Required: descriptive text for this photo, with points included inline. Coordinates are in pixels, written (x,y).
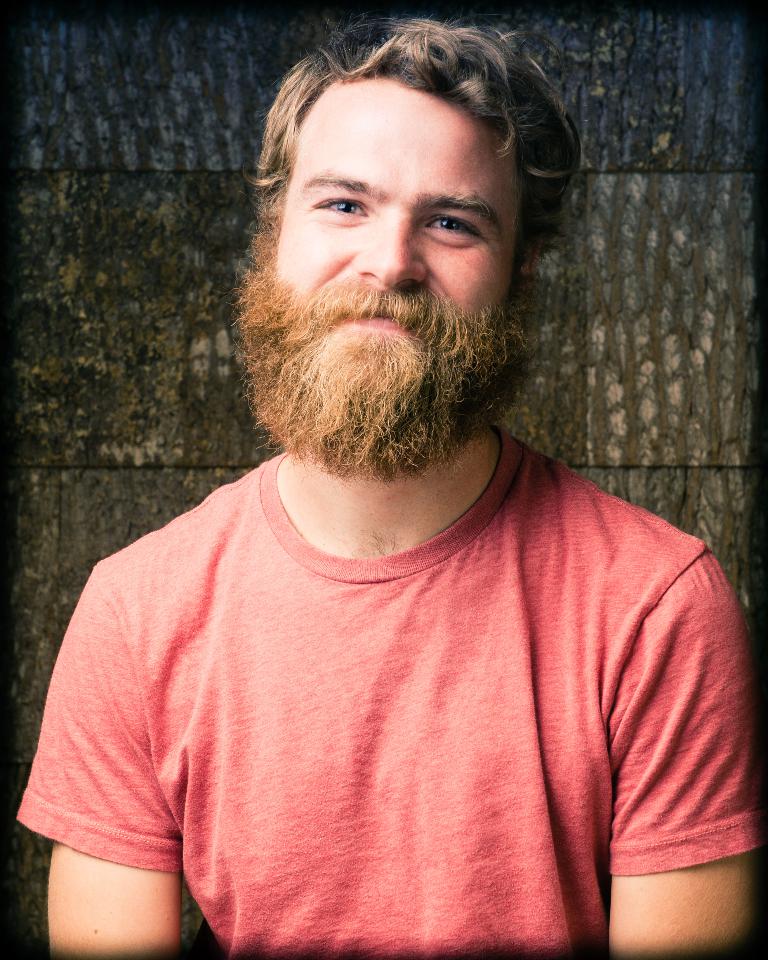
In this image I can see a person (272,748) wearing red color dress (421,650). Background (692,360) I can see the wall (692,284) in brown color.
